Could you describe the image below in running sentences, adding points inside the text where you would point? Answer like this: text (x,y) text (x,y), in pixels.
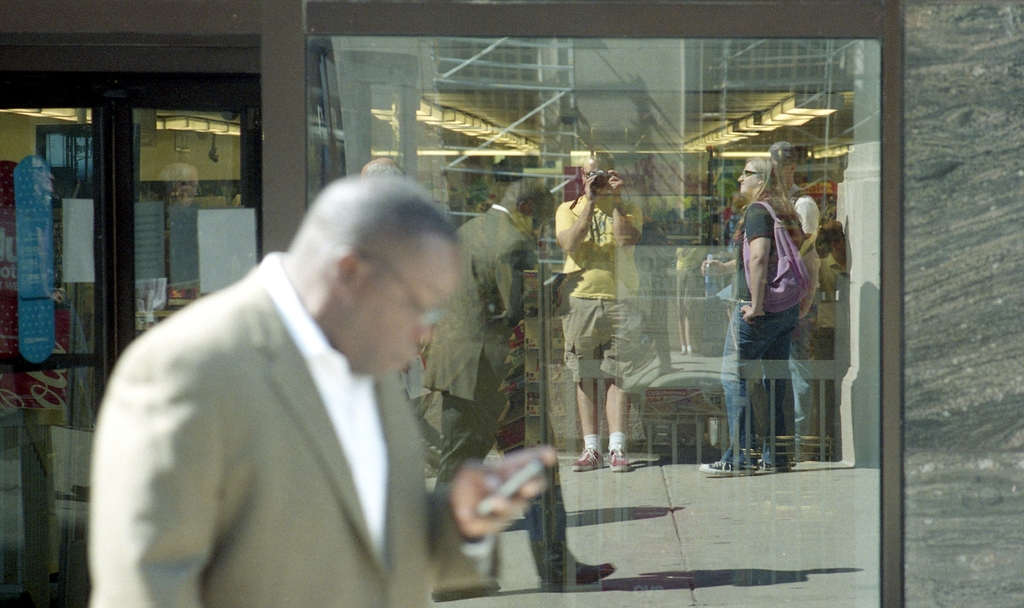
In this image there is a man (261,393), in the background (565,53) there is a glass door (806,104), on that door (576,202) there are few persons (608,270) visible.
